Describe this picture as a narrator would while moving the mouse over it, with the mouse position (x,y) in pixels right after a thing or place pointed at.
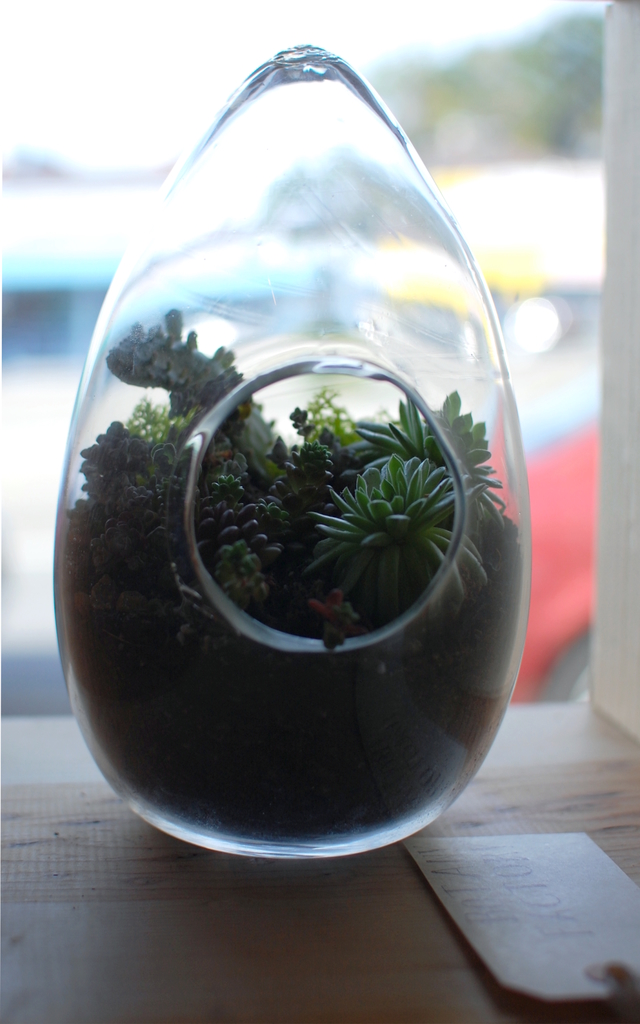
In this image we can see a glass object (170,768) on the surface (19,854).
